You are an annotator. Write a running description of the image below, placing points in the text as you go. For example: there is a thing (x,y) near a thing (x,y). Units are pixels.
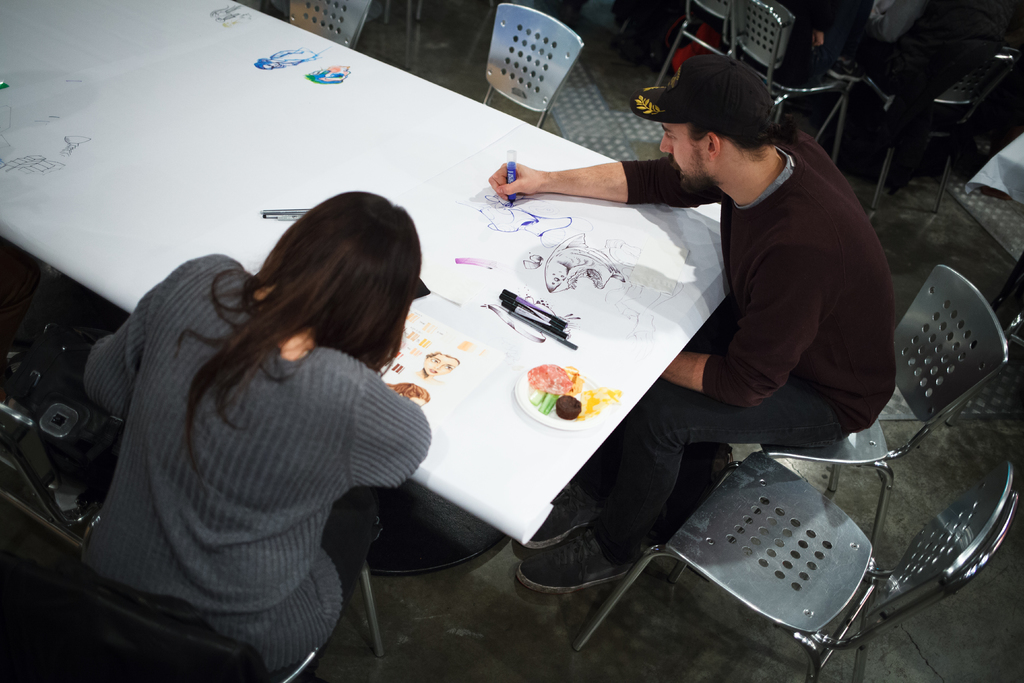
In the picture we can find one man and woman (317,236) are sitting on the chairs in front of the table (156,138) man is drawing something on the table (172,149) and woman (331,243) is seeing and man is wearing a cap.
